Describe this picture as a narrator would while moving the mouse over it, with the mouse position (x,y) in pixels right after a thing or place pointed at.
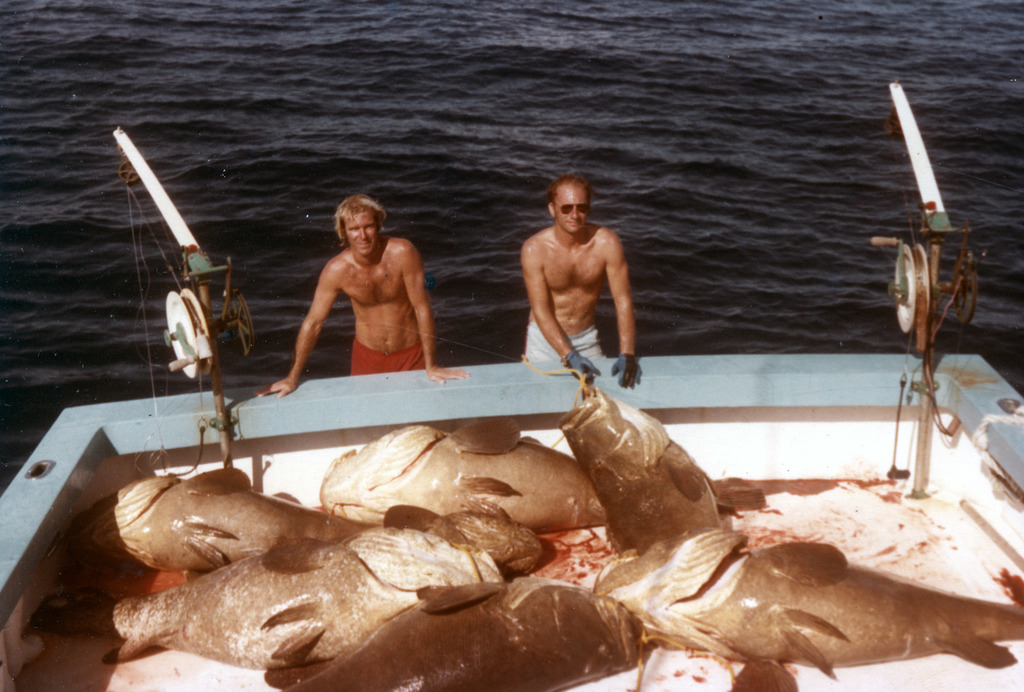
In this image I can see there are two men (367,243) standing and there is a boat (571,536) in front of them, I can see there are few fishes (531,469) and there are two fishing rods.
